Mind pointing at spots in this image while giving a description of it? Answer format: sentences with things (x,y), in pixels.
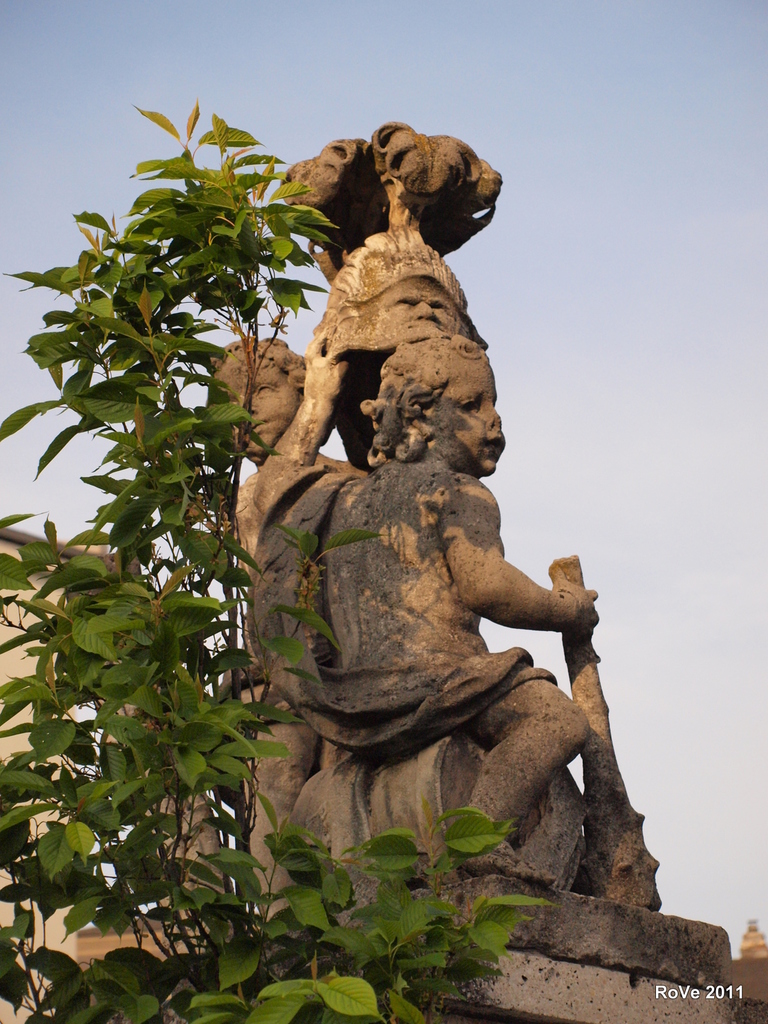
This picture is clicked outside. In the center (303,471) we can see the sculptures (362,460) of two persons (303,410) and sculptures (564,579) of some other objects (410,215). On the left (190,242) we can see the green leaves (227,415) of the plant (190,317). In the background (610,269) we can see the sky (514,269) and some other objects (6,551). In the bottom right corner (708,989) we can see the watermark (689,997) on the image.
